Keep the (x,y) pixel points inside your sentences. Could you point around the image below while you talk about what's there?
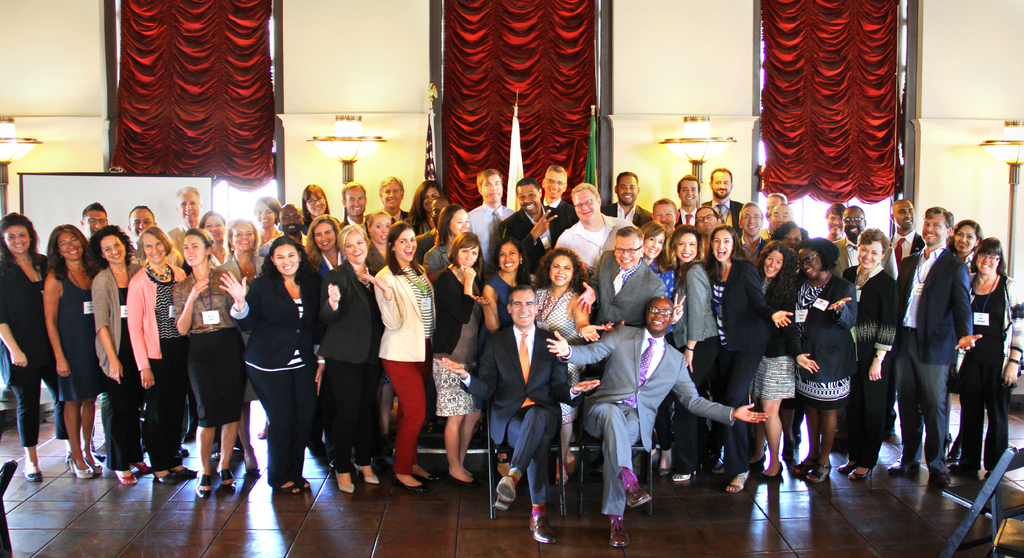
There are group of people (385,242) those who are standing in the center of the image (352,333) and there are two men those who are sitting on chairs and there are lamp poles (721,151), red color curtains (573,99), and flags (428,144) in the background area (467,120), it seems to be, there is an object (993,514) in the bottom right side of the image (995,520).
